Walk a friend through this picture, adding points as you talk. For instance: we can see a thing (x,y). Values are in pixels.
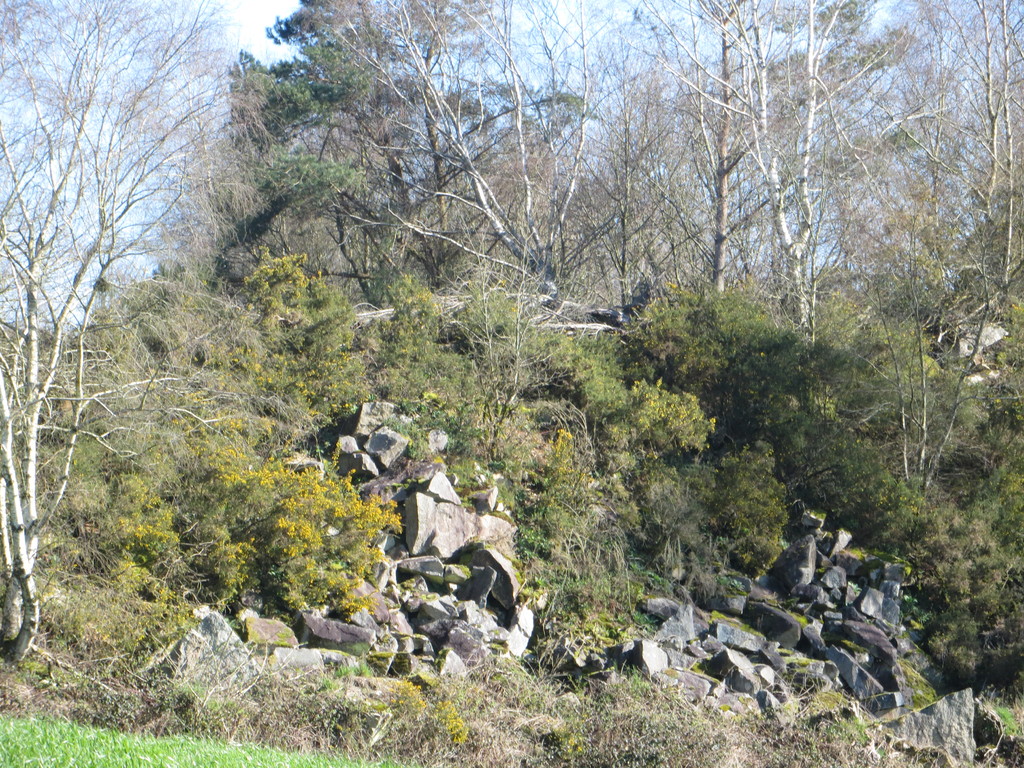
In the image there are rocks (385,451), plants (582,726) and trees (813,264) on a hill (769,427) and above its sky (256,24).
